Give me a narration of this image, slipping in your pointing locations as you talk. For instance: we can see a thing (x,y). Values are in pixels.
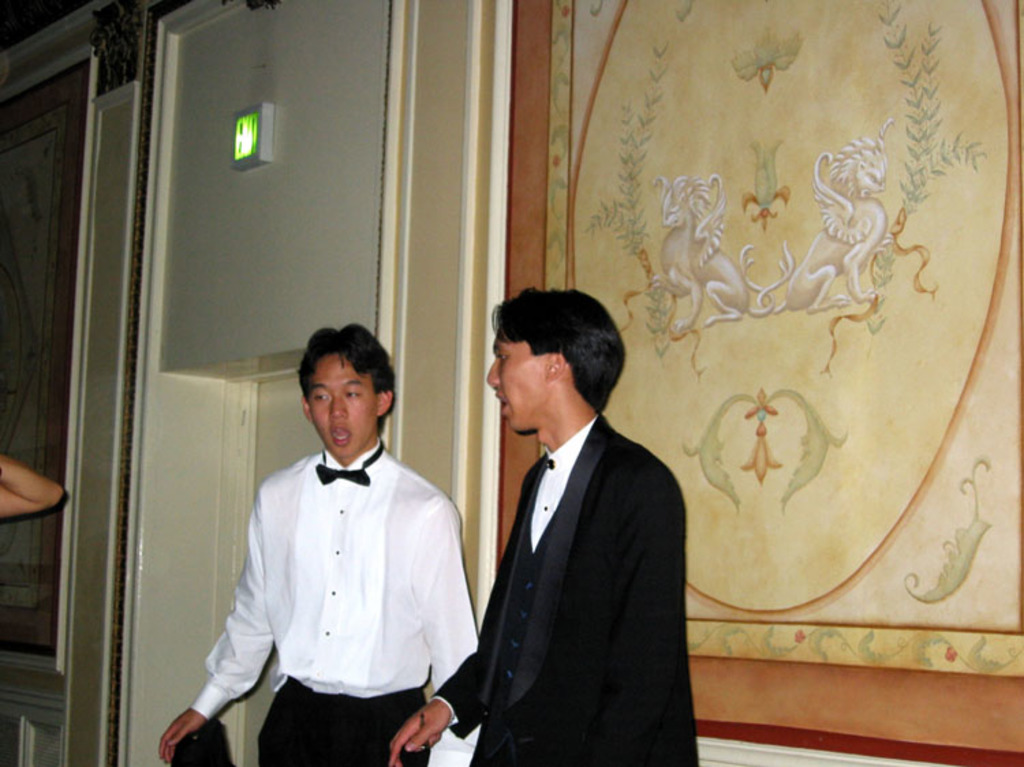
In this image we can see two persons (562,411). In the background (1,347) we can see painting (957,642) on the wall (558,201) and objects (198,751).
